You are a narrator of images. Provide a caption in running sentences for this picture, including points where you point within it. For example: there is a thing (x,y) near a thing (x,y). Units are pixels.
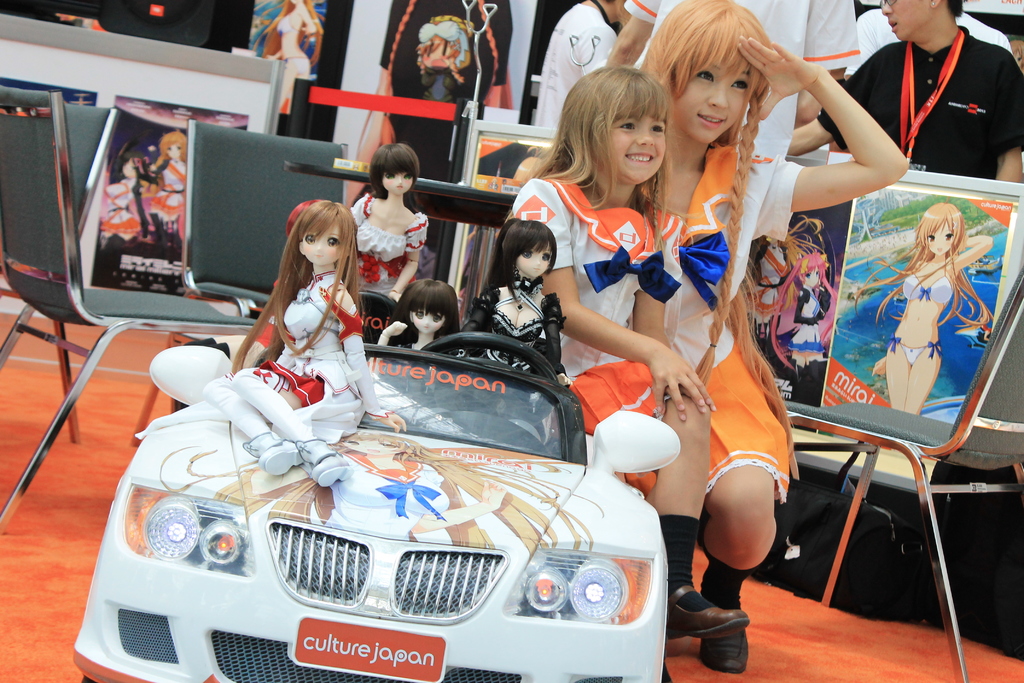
In this picture we can see two girls (710,167) near a toy vehicle (486,401) with toy girls (339,317) on it and aside to that we have chair (234,157), table (514,203), some posters (490,174) and people (913,81).
